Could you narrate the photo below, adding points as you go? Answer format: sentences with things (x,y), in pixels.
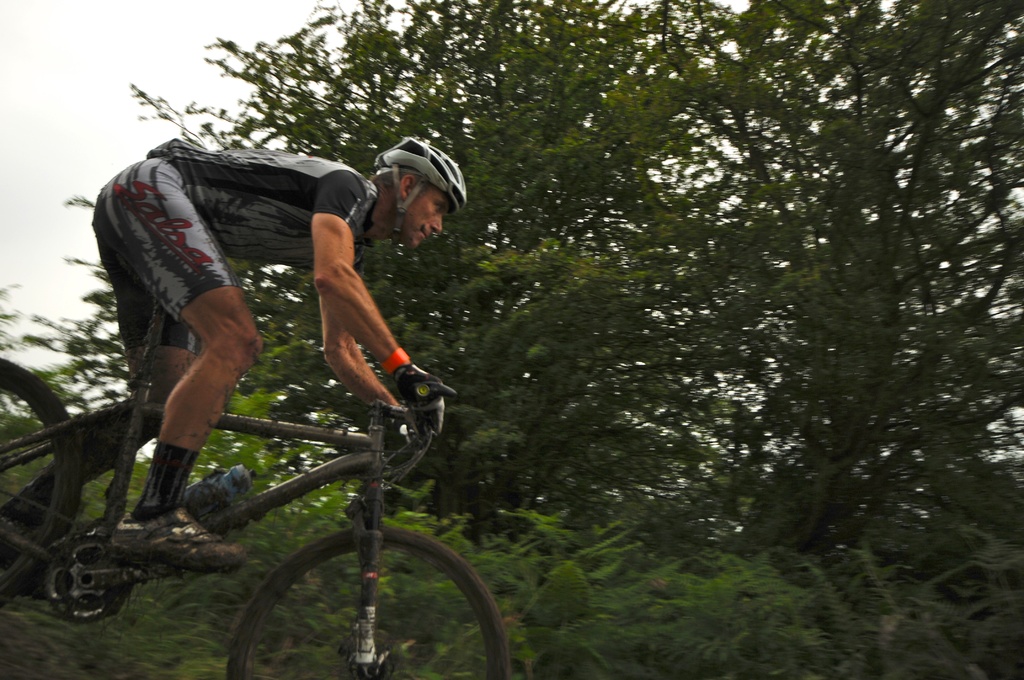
In this image we can see one man (410,201) with helmet (415,163) riding a bicycle (255,496), one water bottle (205,484) attached to the bicycle (235,519), some trees (626,191) in the background (1018,500) and at the top (97,92) there is the sky (12,71).
